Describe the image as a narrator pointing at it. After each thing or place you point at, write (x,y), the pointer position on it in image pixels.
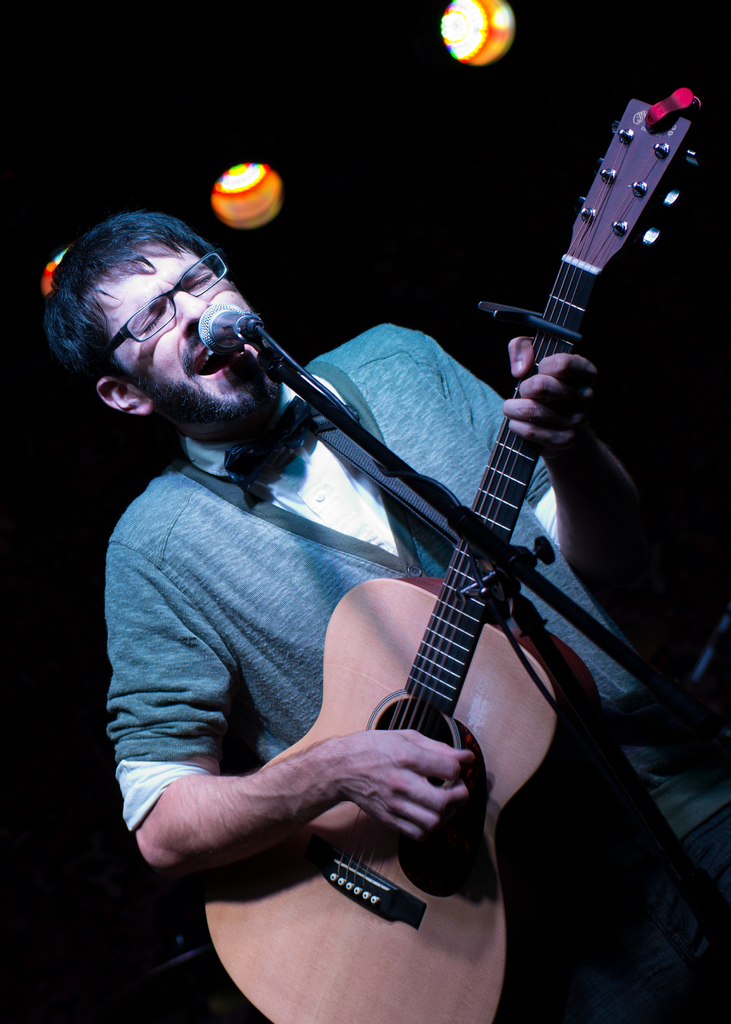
A man (149,325) wearing specs (166,323) is holding guitar (447,722) and playing. In front of him there is mic (245,312) and mic stand (340,403). In the background (467,56) there are lights (250,202).
